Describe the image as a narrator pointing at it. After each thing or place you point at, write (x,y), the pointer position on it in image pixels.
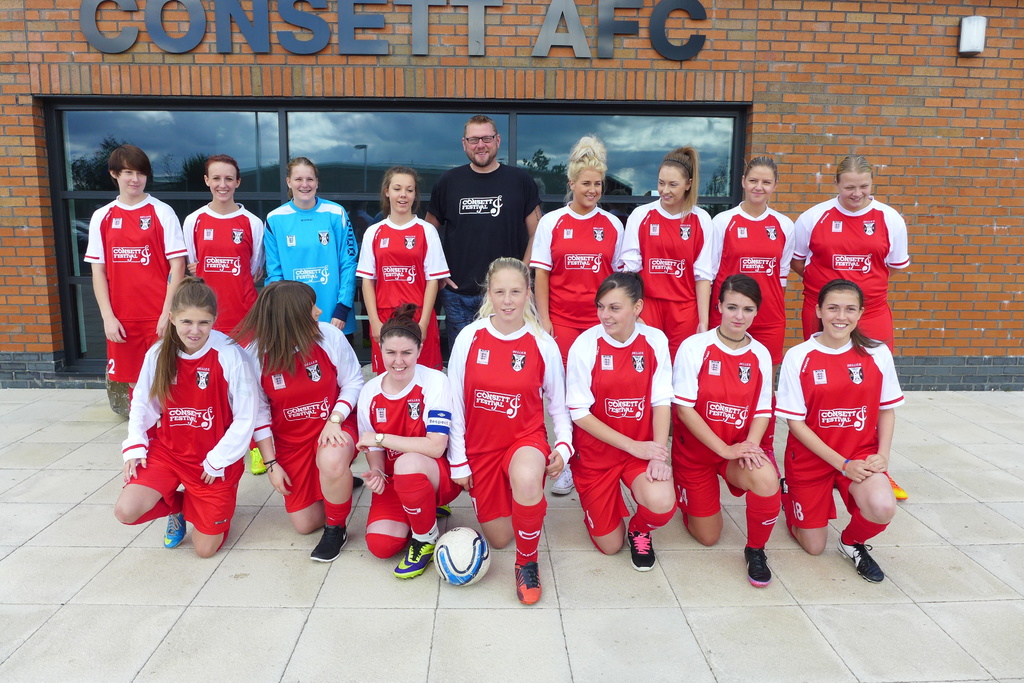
In this image we can see some people (322,372) are in the kneeling position, one ball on the floor (902,409), some people (321,236) are standing near to the glass window (424,195), one object (969,49) attached to the wall (778,90) and some wooden letters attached to the wall (48,173).
